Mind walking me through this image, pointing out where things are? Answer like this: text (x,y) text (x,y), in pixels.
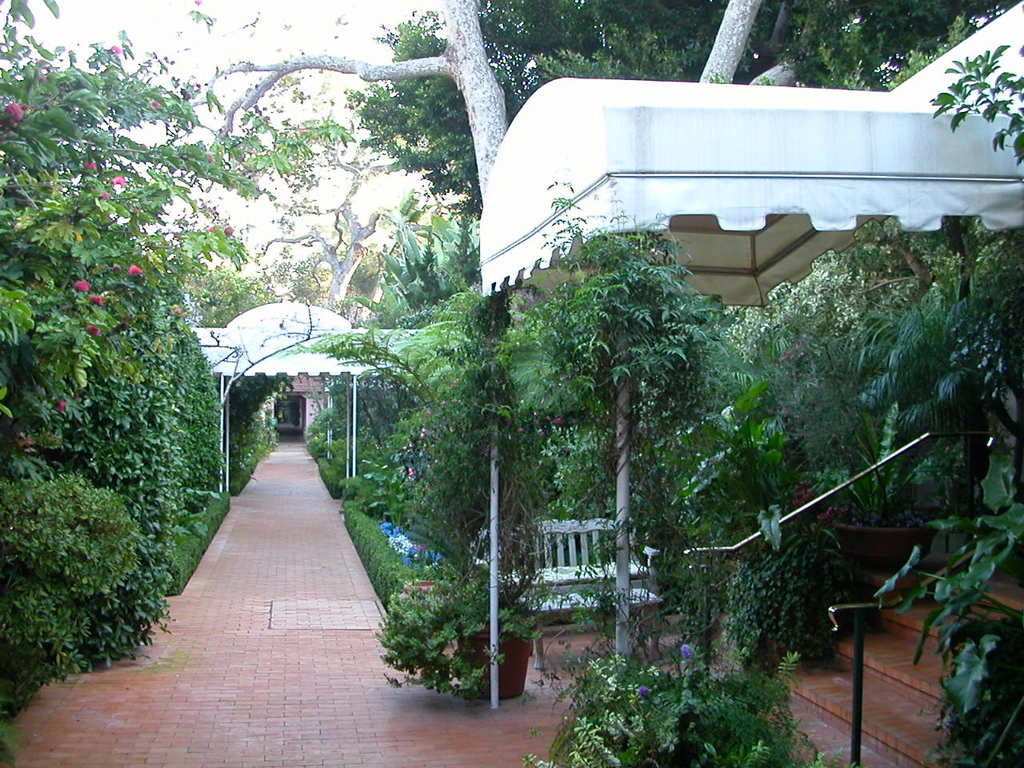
In the image we can see there is a garden area (332,525) in which there are lot of trees (769,395) and there is a bench (584,548) in between.
